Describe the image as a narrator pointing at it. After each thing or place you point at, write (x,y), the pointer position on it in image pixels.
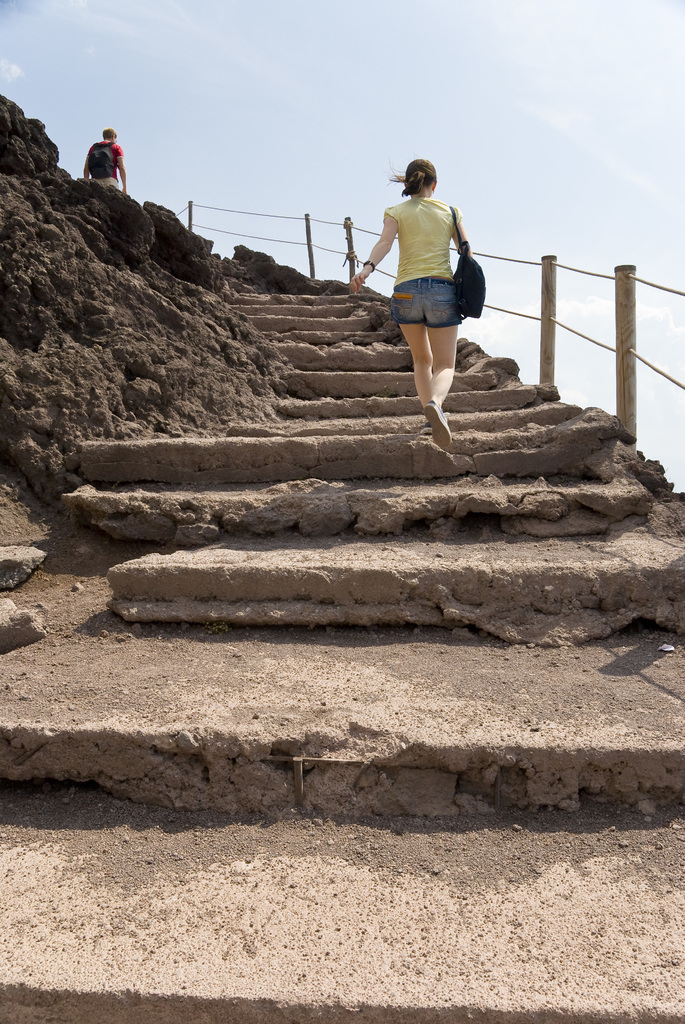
In this image I can see stairs (261,497) and I can see two people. I can also see they both are carrying bags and in the background (414,138) I can see the sky (429,139).
